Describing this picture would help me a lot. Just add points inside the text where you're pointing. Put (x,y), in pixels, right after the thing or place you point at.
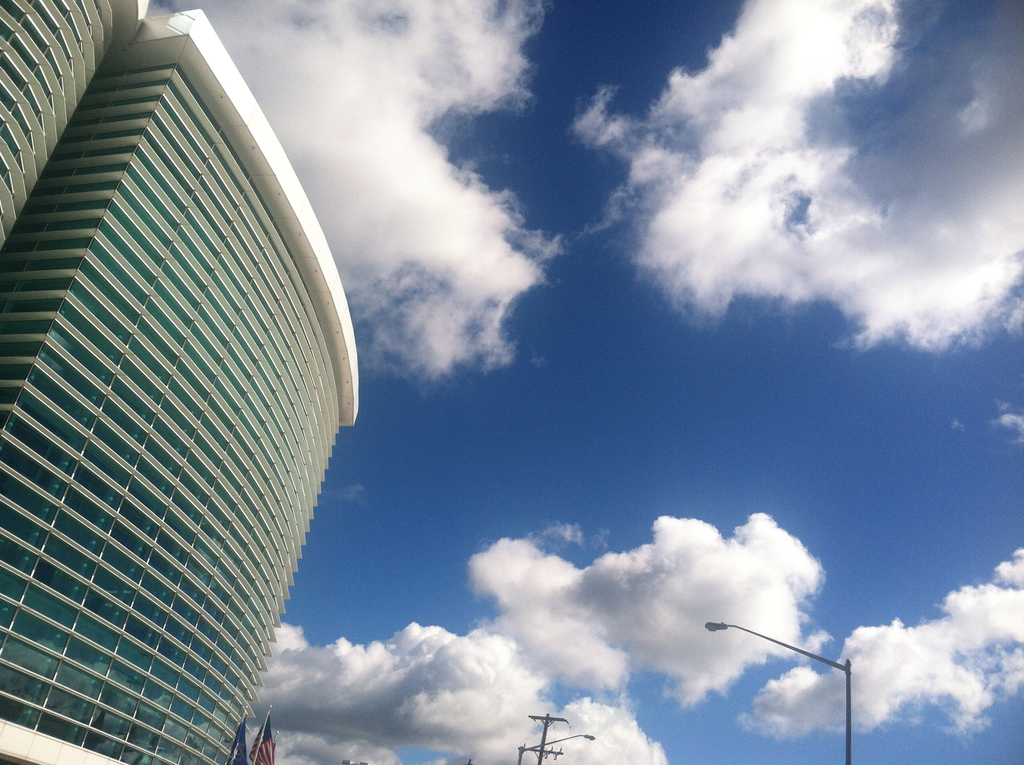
In the image we can see a building (178,443) and there are street light poles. There is a cloudy sky (656,484).
